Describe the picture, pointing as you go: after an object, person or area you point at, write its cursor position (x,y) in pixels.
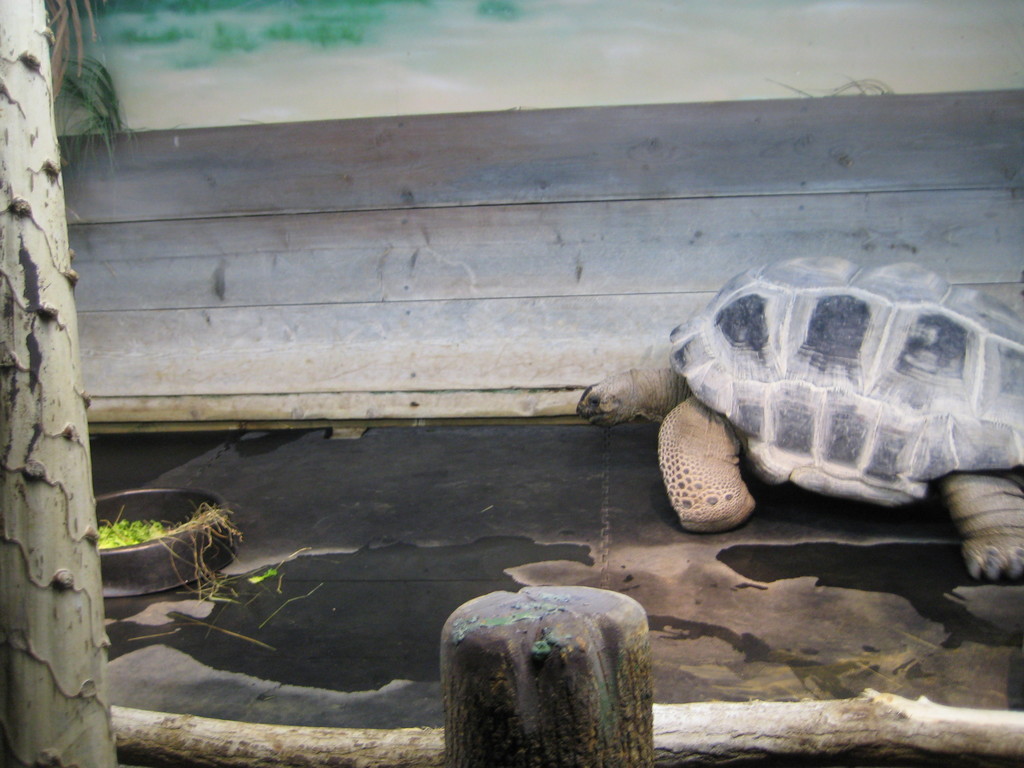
Here in this picture we can see a tortoise (796,374) present on the ground (684,545) over there and in front of it we can see a box (208,516) having some food (169,527) in it and beside that we can see a wooden plank (240,326) present and in the front (76,582) we can see a wooden railing (655,724) and a pole (54,160) present over there.
